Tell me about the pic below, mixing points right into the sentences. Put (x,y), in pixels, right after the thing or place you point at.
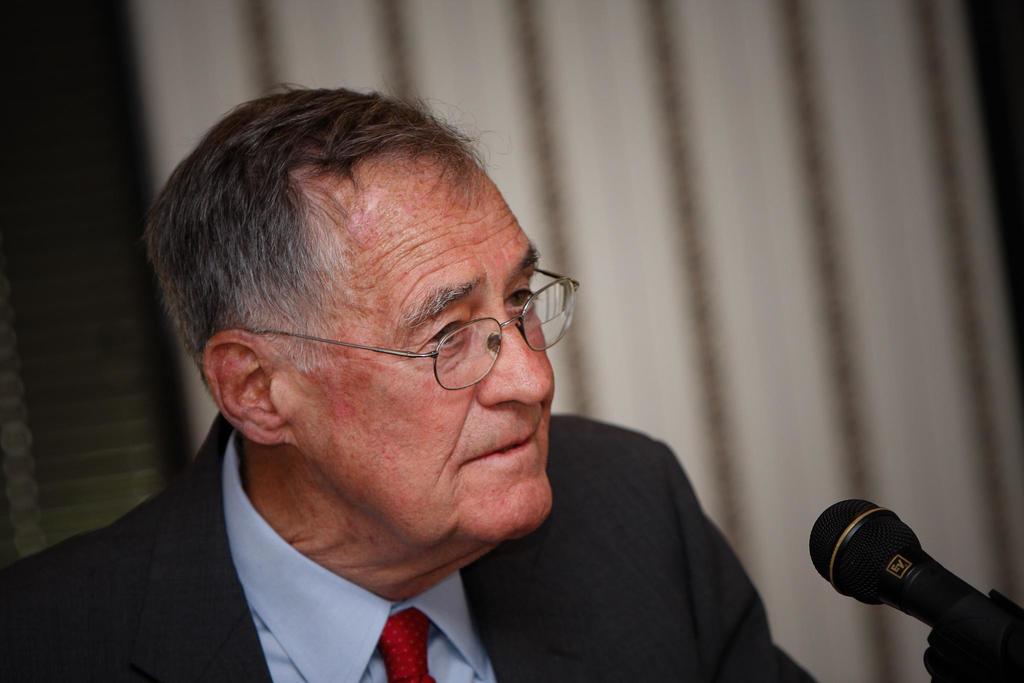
This image consists of a man (383,579) wearing suit (482,617) and blue shirt (364,631). In front of him, there is a mic (897,562). In the background (620,120), there is curtain (536,90).
